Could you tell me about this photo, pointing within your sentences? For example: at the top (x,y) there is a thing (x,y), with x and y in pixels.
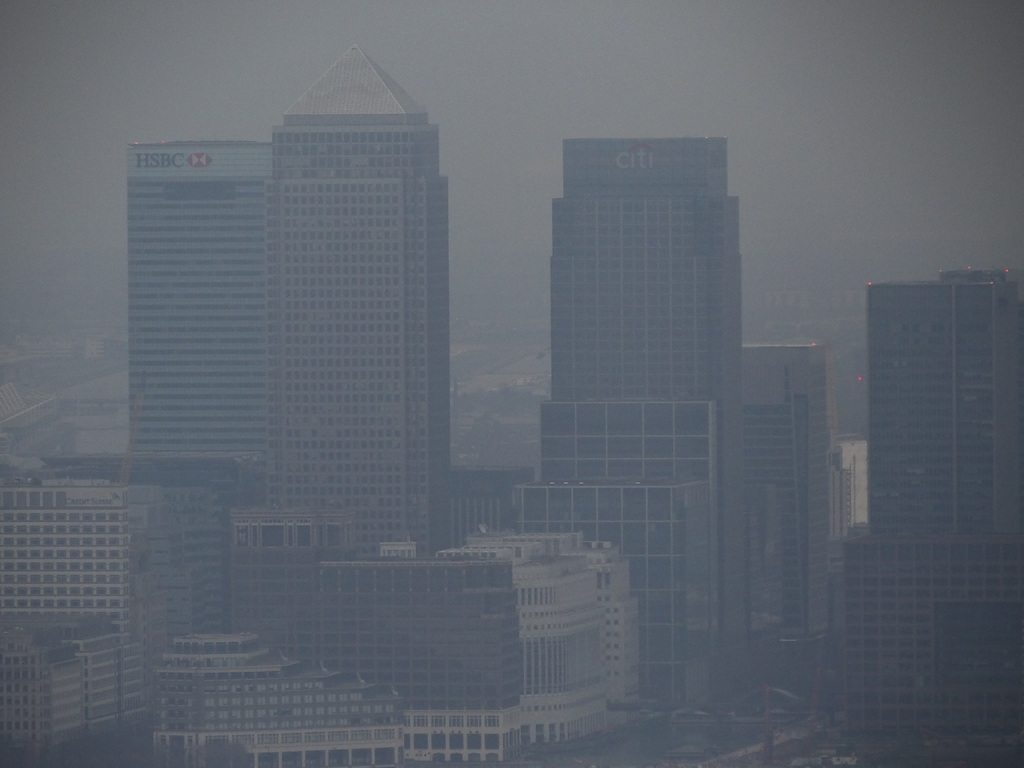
In the image there are many buildings (562,463) and most of them are some organisations (677,199).
